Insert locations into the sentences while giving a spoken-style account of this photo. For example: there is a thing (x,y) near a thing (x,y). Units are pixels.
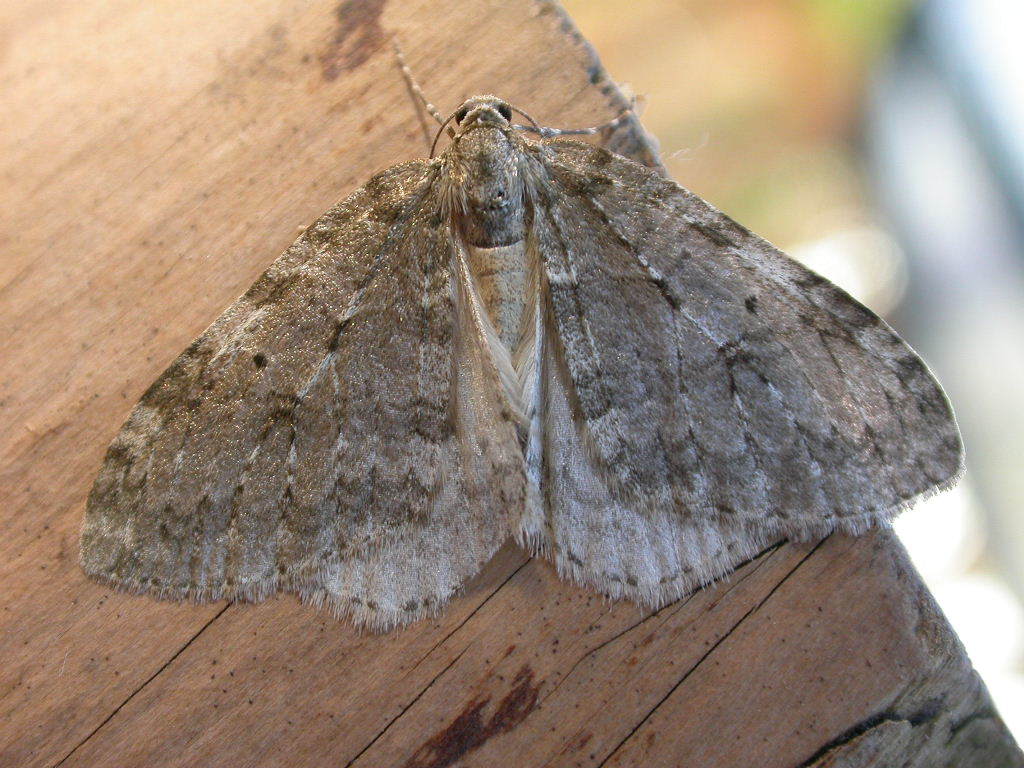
In this image we can see a moth (579,277) on a wooden surface (418,73).
